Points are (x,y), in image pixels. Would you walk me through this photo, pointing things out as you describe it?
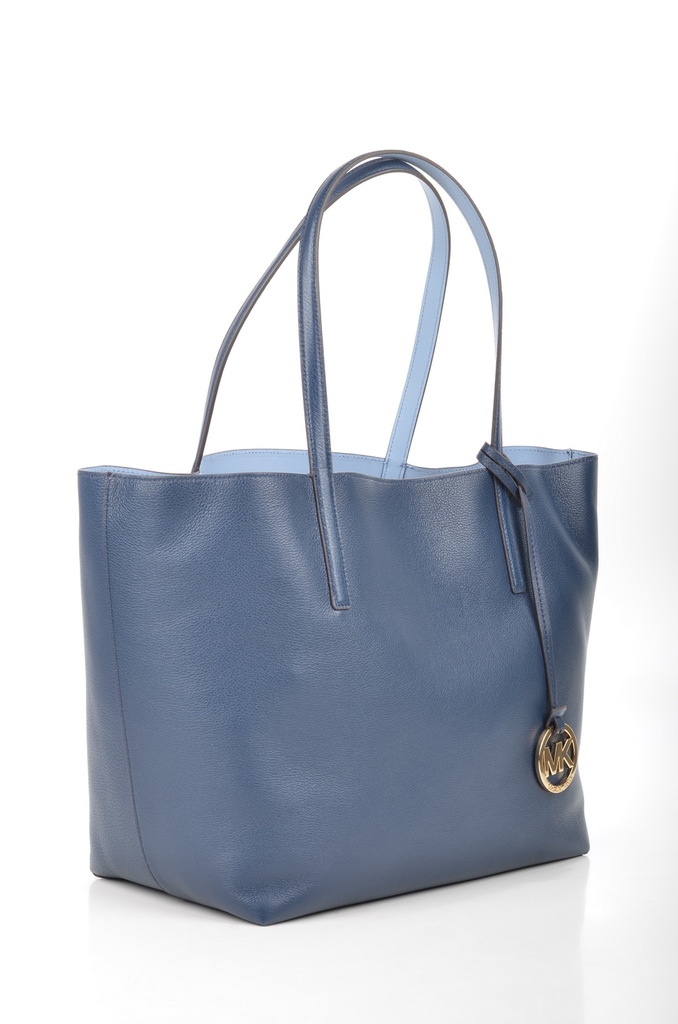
In this image, we can see women hand bag (283,664), there is a ring type (551,756) hanging on the bag (534,753).
